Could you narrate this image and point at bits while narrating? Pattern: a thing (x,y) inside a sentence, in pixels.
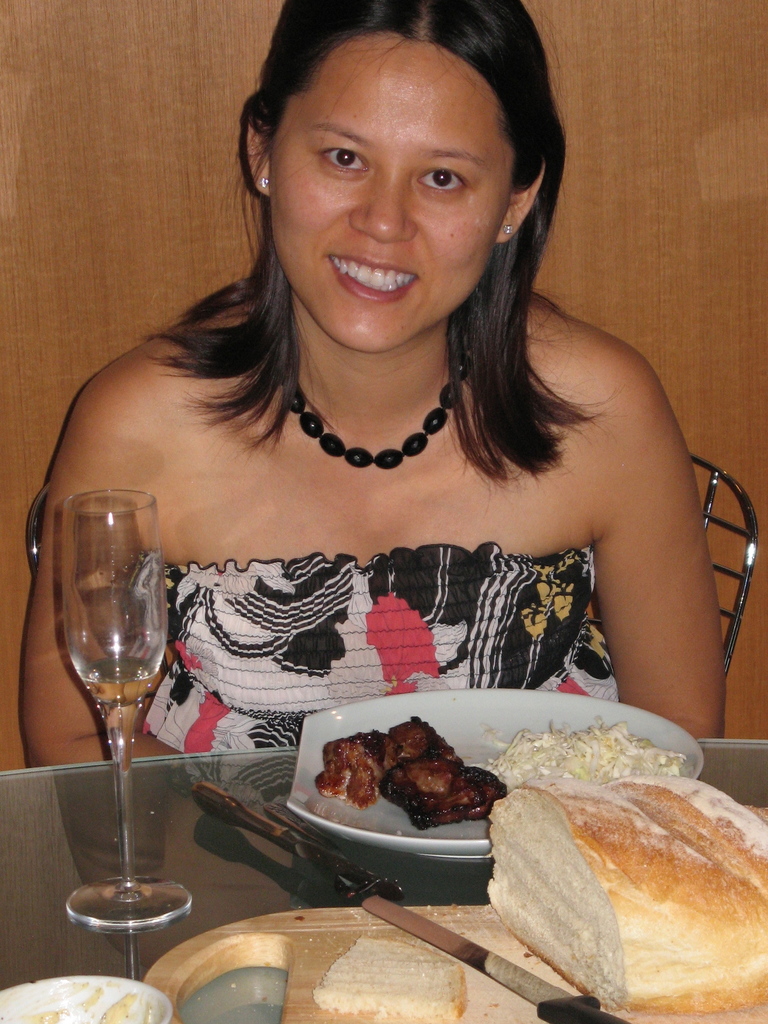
In this image there is a woman (409,372) sitting and smiling in a chair (733,525) and on table (336,843) there are chop board (509,1000), plates (397,813), food (332,777), fork (321,843), knife (437,933), bread (520,823), glass (82,652) and there is a wooden back ground (71,167).
